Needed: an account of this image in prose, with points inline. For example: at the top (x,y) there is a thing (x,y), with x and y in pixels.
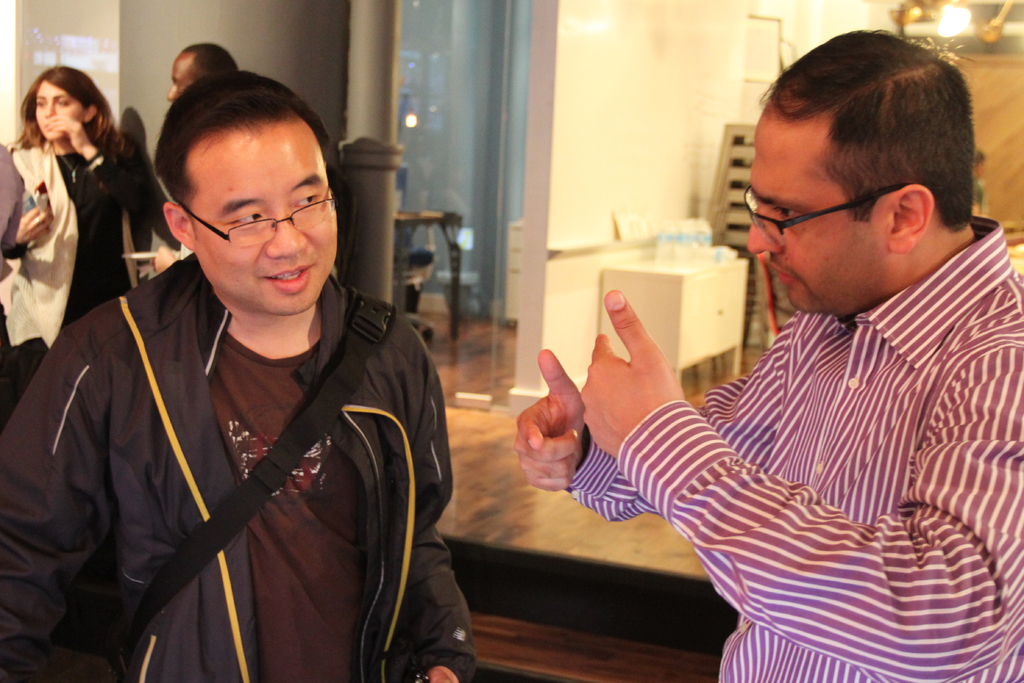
In this picture i can see two men (310,444) are standing and wearing spectacles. In the background (244,28) i can see lights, wall (577,207) and some other objects (675,295) on the floor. On the left side (73,152) i can see a woman (47,180) and a man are standing.
